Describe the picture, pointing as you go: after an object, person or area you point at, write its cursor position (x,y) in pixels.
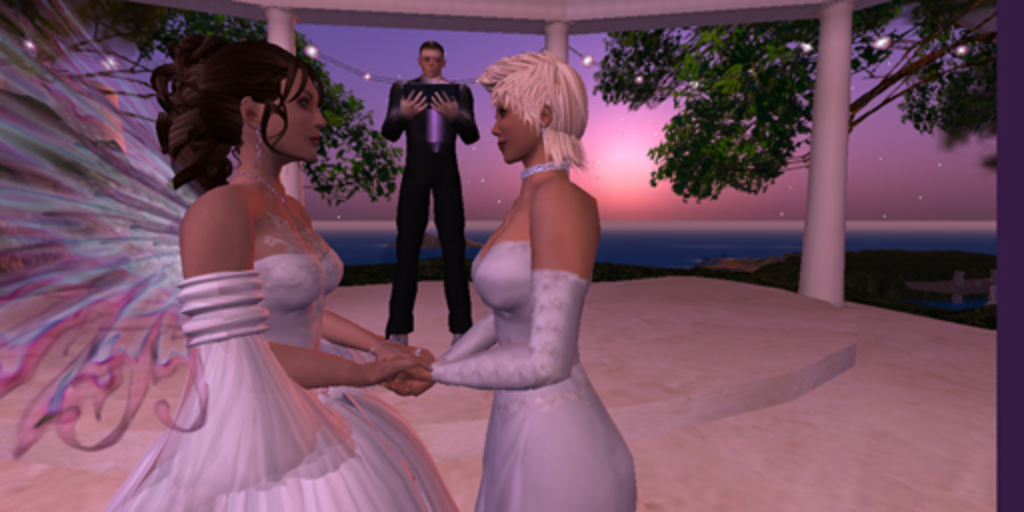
This is an animation. In this picture we can see two women (391,386) holding their hands (398,372). We can see a man (404,173) holding an object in his hands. There are some trees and few pillars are visible in the background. We can see water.
